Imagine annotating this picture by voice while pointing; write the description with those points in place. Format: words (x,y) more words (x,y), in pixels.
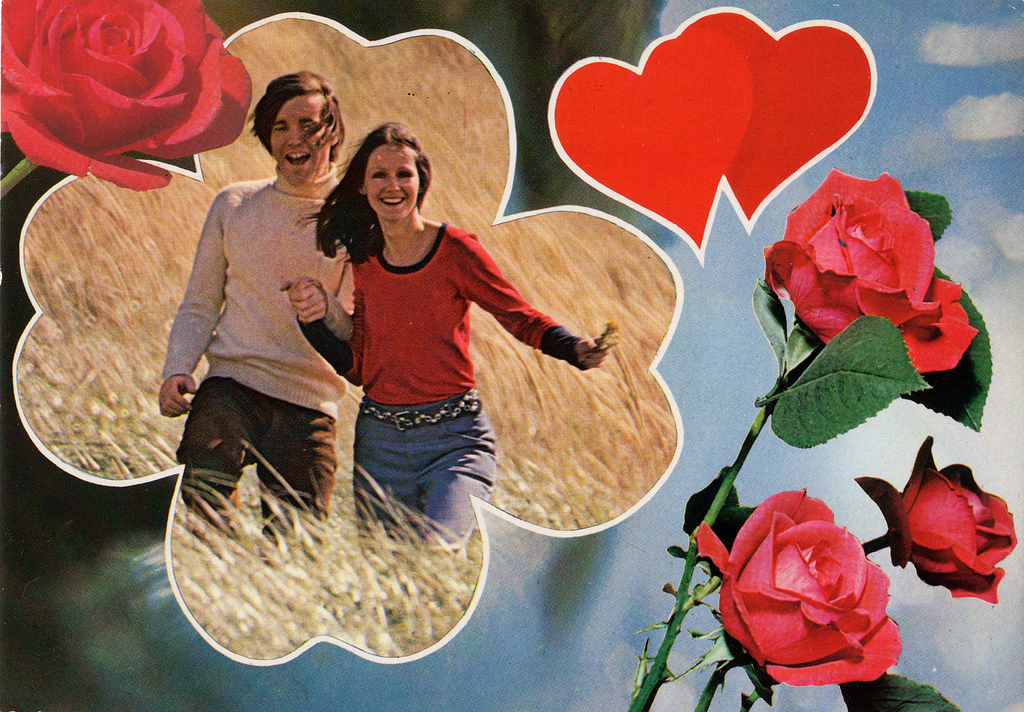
In this picture we can see edited image of the girl (390,289) and a boy (349,269), holding their hands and running in the dry grass farm (353,531). On the right corner (791,442) we can see red rose flower (788,219) and heart shaped stickers (780,130).
